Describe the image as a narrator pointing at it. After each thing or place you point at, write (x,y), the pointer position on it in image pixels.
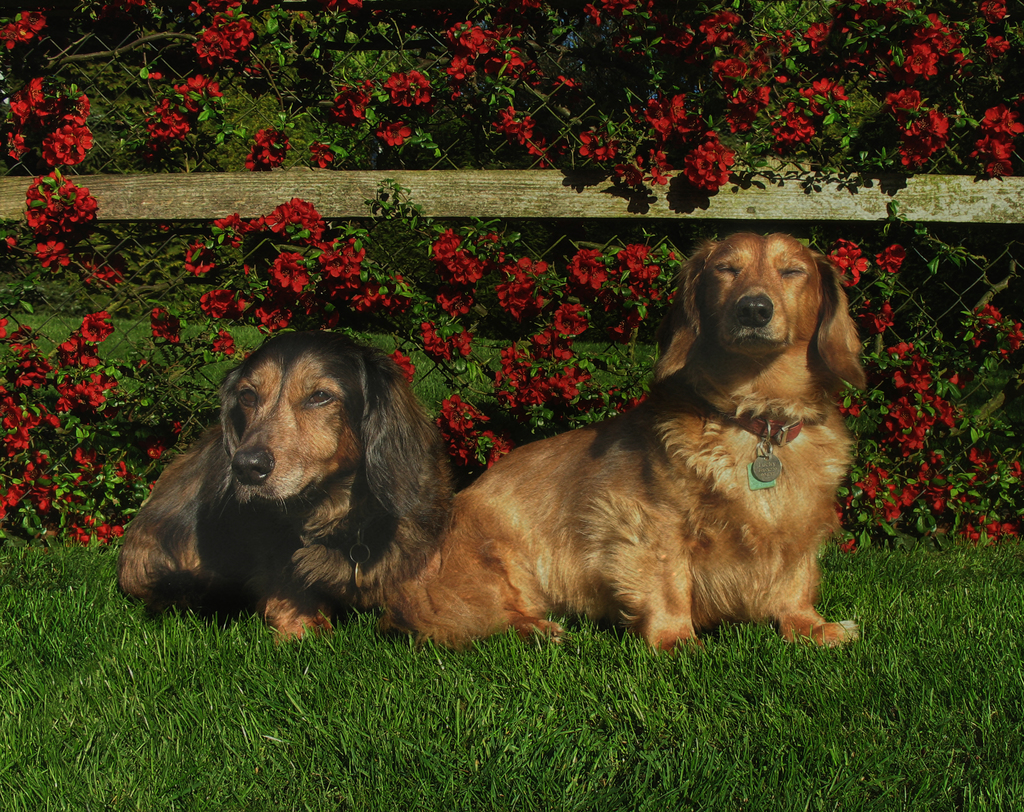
We can see dogs (351,501) on the grass (291,695), behind these dogs (619,497) we can see flowers (485,50) and leaves (356,234) on mesh (310,111), through this mesh (263,155) we can see trees (458,146).
